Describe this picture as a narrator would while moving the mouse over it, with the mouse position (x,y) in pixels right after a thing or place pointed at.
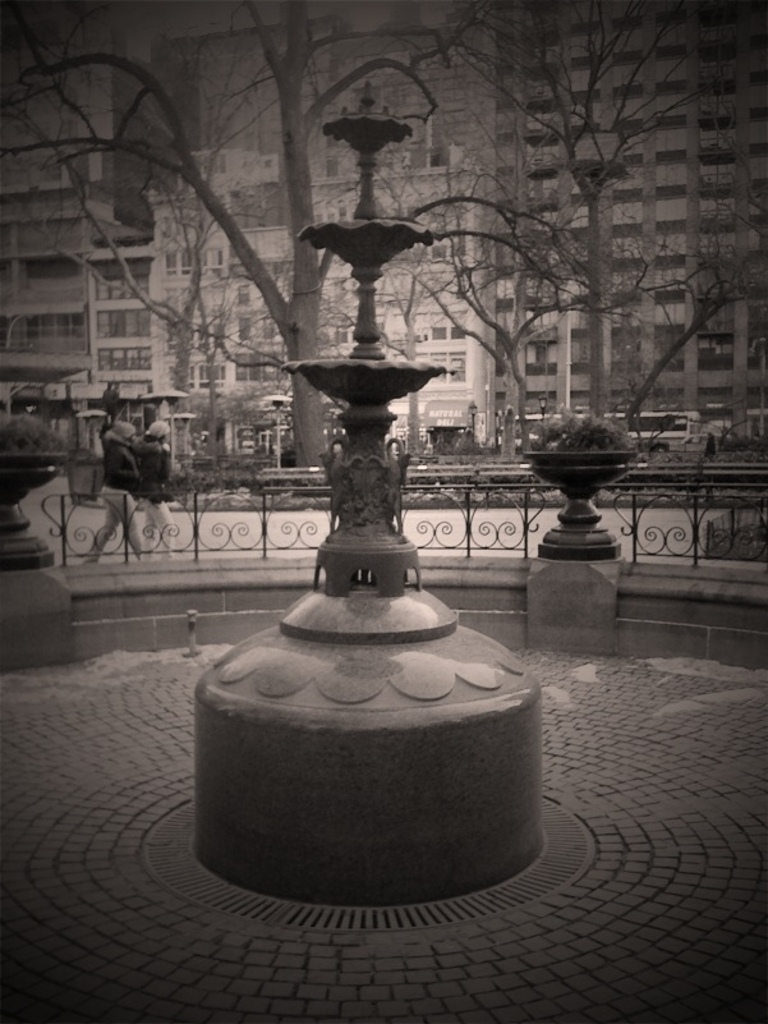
In this image I can see a fountain (328,571) in the front (439,632). In the background (737,459) I can see few plants (722,446), railing (65,557), few trees (599,319) and few buildings (131,319). On the left side of this image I can see two persons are walking. I can also see this image is black and white in colour.
